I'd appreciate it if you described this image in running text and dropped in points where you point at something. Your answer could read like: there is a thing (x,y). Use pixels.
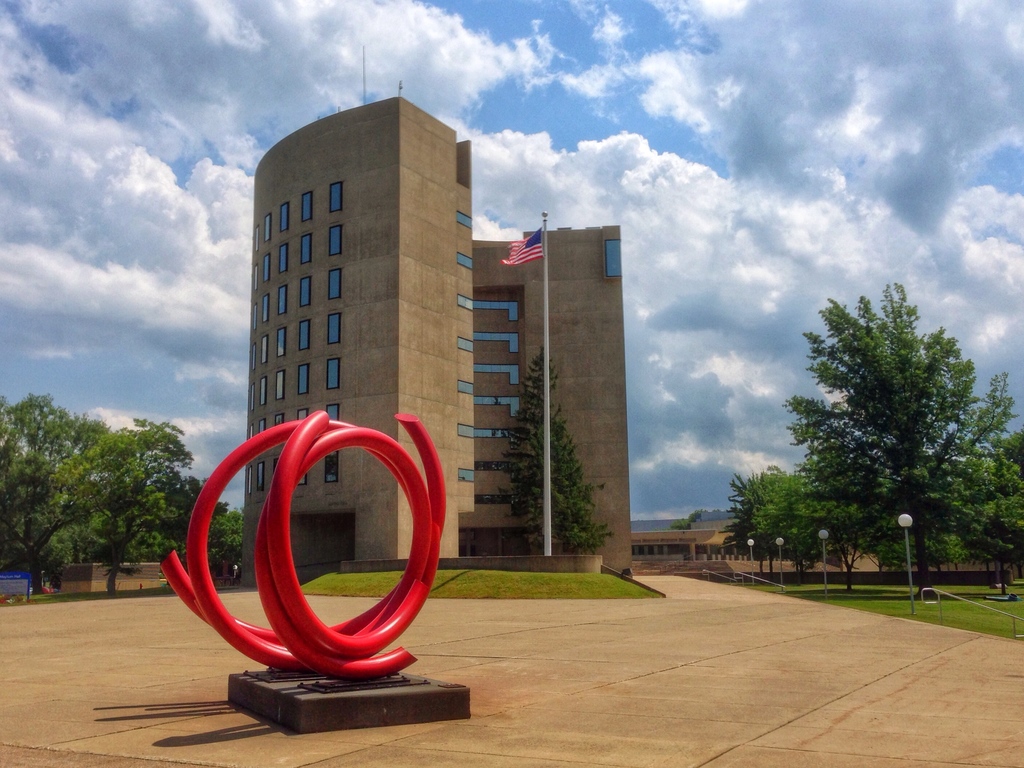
In the center of the image (382,288) we can see building (383,284), flag (540,243), pole (547,509) and tree (540,492). On the right side of the image (899,457) there is a tree (888,460), poles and grass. On the left side of the image (139,475) there are trees (63,480). In the background (573,105) we can see sky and clouds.
